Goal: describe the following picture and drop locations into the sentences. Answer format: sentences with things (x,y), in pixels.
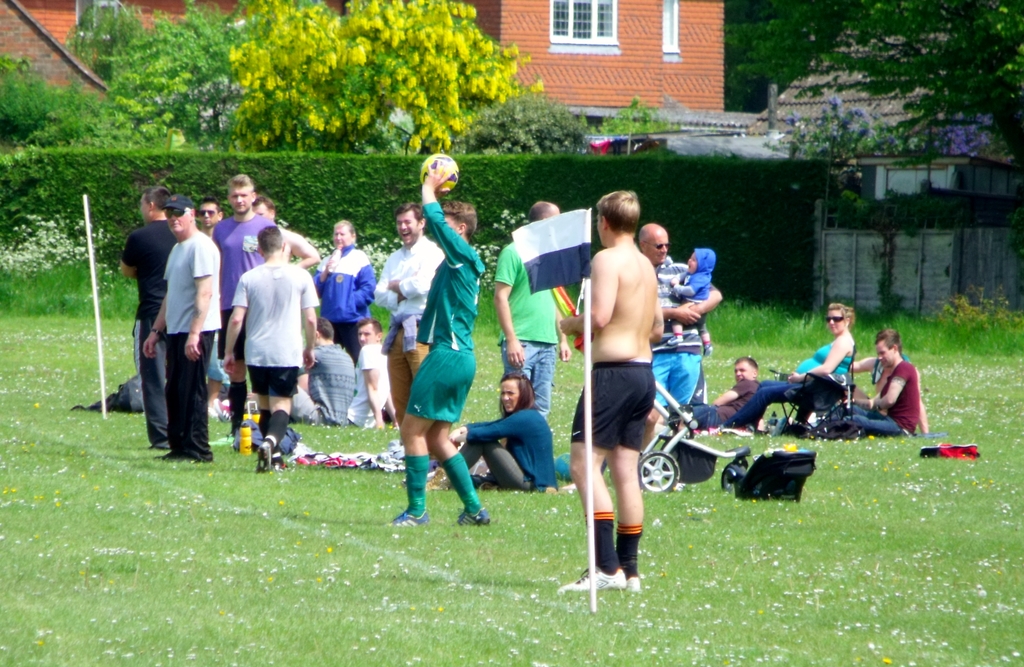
In the image there are few people (537,478) standing and sitting on the grass land (969,563), the person (443,261) in the middle (445,251) is holding football (453,184) and behind them there are trees (976,84) in front of a building (536,20).
